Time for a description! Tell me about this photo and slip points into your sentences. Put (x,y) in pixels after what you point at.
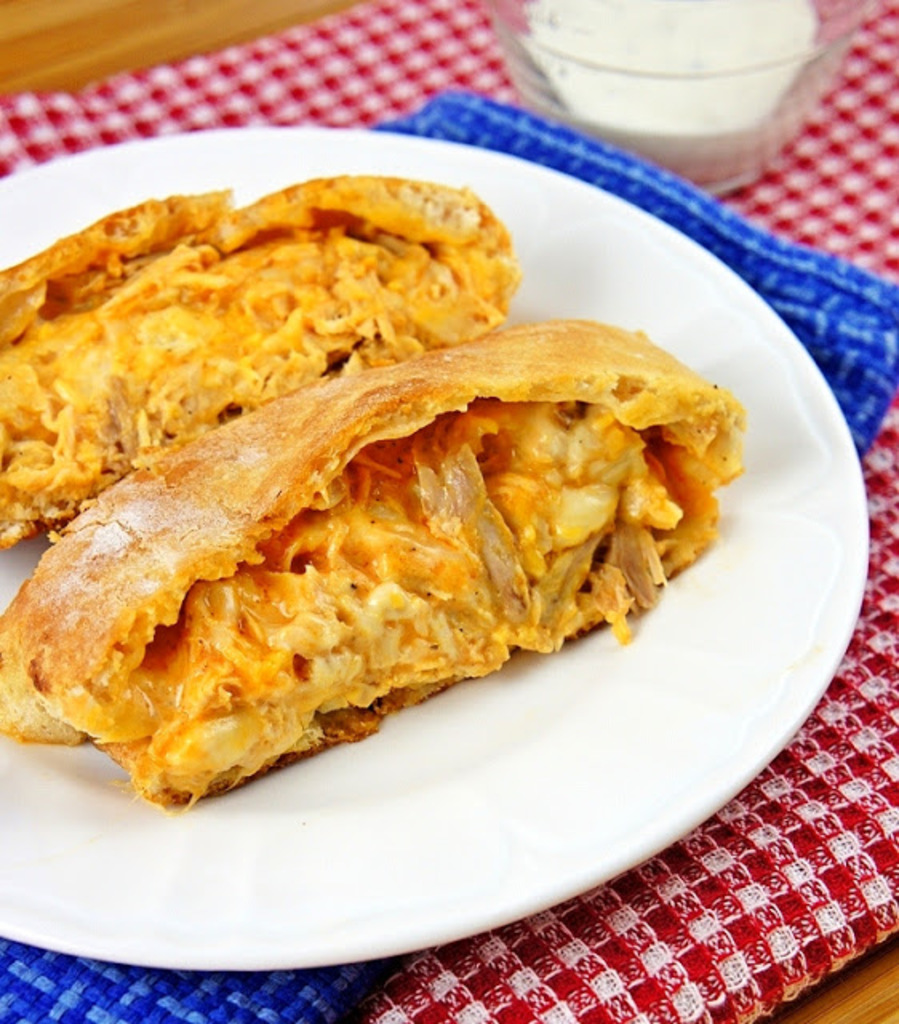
In this image we can see food (249,520) on plate (518,785) placed on the table (417,74). At the top right corner (657,66) we can see bowl (608,81).
